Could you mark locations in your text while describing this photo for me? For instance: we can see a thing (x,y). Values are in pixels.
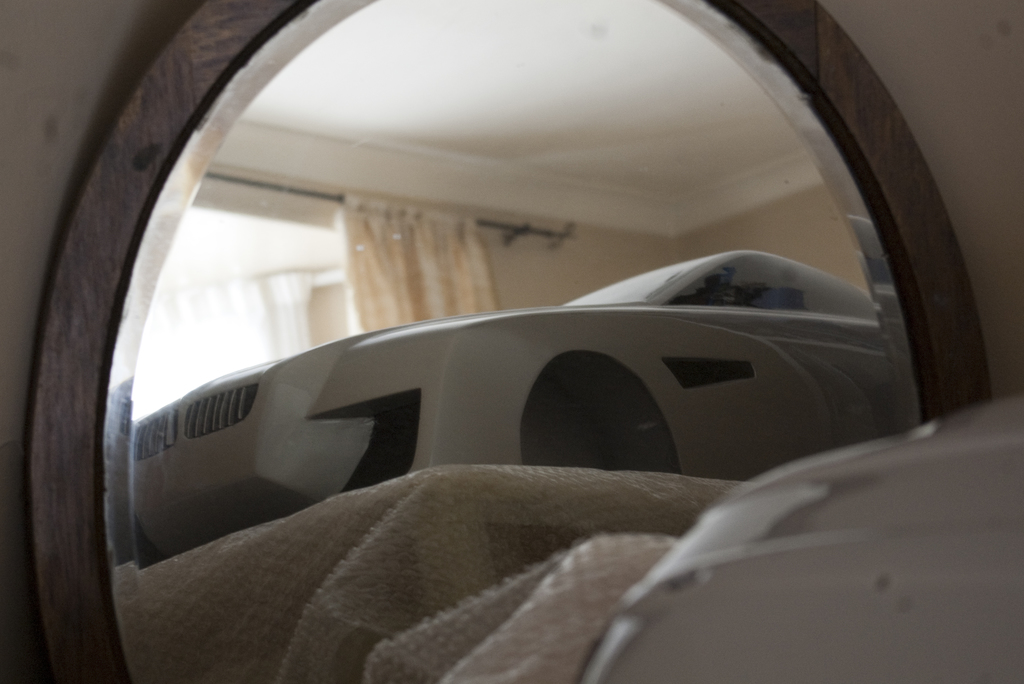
This is the picture of a room (559,197). In the foreground (439,177) there is a mirror (653,262). There is a reflection (141,594) of cover (231,563) and object (633,383) and there is a reflection (348,301) of a curtain (355,293) and wall (327,301) on the mirror (355,332).
